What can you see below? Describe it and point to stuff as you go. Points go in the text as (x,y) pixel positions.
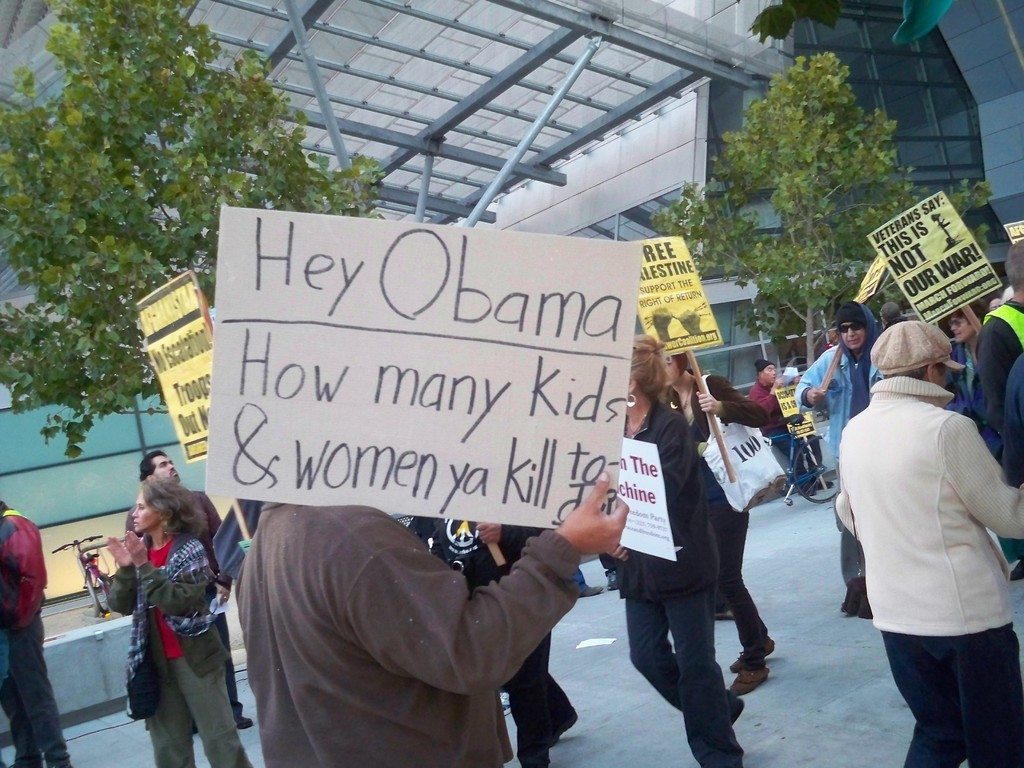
In this picture there is a man (354,583) who is wearing grey jacket (353,618) and he is holding a poster (601,291). Beside him we can see a woman (656,387) who is wearing black dress (717,692) and she is also holding the poster (652,509). On the right (965,453) we can see the group of persons (855,410) were standing on the road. Beside them there is a man (757,389) who is standing near to the bicycle (798,464). On the left (99,564) there is a bicycle (89,572) near the tree (71,263). In the background (583,128) we can see the building (877,103).
